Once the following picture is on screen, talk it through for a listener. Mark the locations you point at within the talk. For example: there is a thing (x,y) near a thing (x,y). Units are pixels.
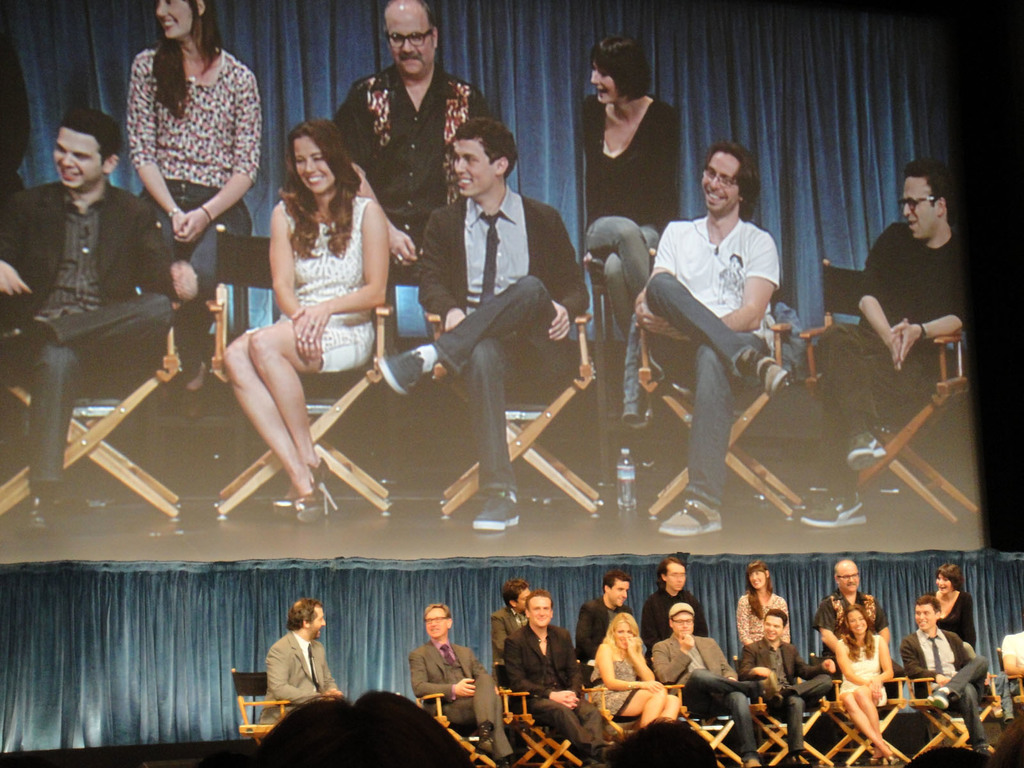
In this picture we can see a group of people (883,743), some people (562,716) are sitting on chairs (711,737), on the right side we can see an object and in the background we can see a curtain (812,33), screen (769,297).
